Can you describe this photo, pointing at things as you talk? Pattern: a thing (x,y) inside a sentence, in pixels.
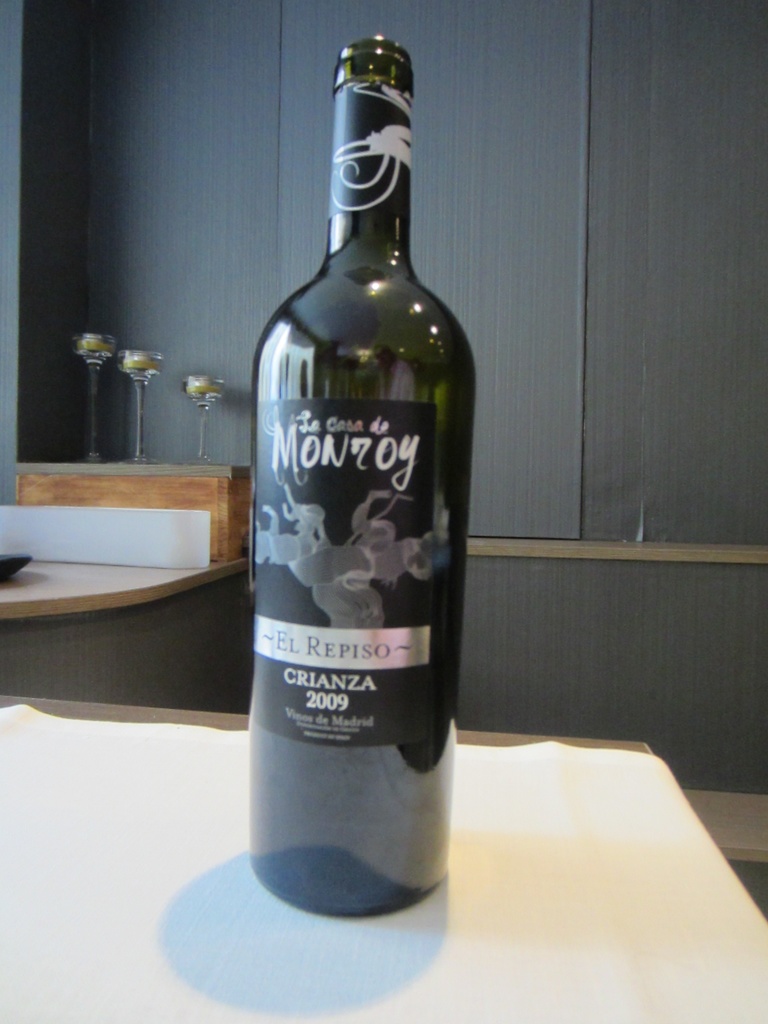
In this picture I can see there is a wine bottle (358,611) placed on the white cloth (3,734) and there is a label (360,581) on it. There are few candle holders (191,386) in the backdrop (157,425) and there is a wooden wall (583,300).
